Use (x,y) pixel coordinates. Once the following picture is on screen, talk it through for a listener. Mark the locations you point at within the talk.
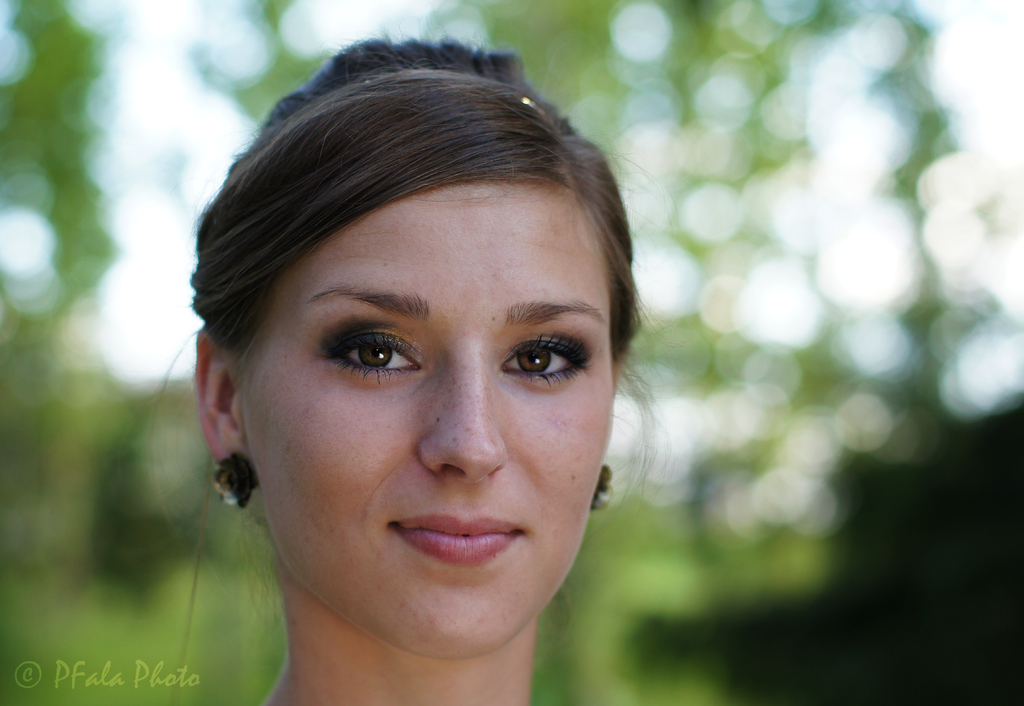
In this image we can see a woman (378,316).
